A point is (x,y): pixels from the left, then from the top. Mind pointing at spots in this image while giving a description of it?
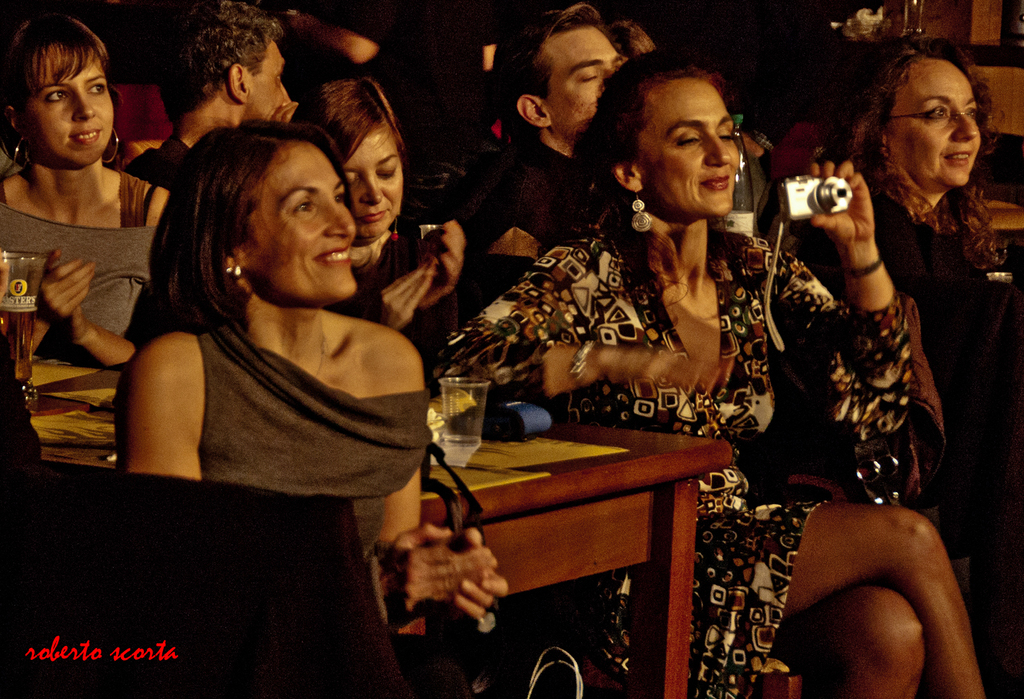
In this picture we can see a group of women (384,287) sitting on the chairs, smiling and looking straight. In the front (914,393) there is a woman (758,262) taking photos with camera (847,197).
